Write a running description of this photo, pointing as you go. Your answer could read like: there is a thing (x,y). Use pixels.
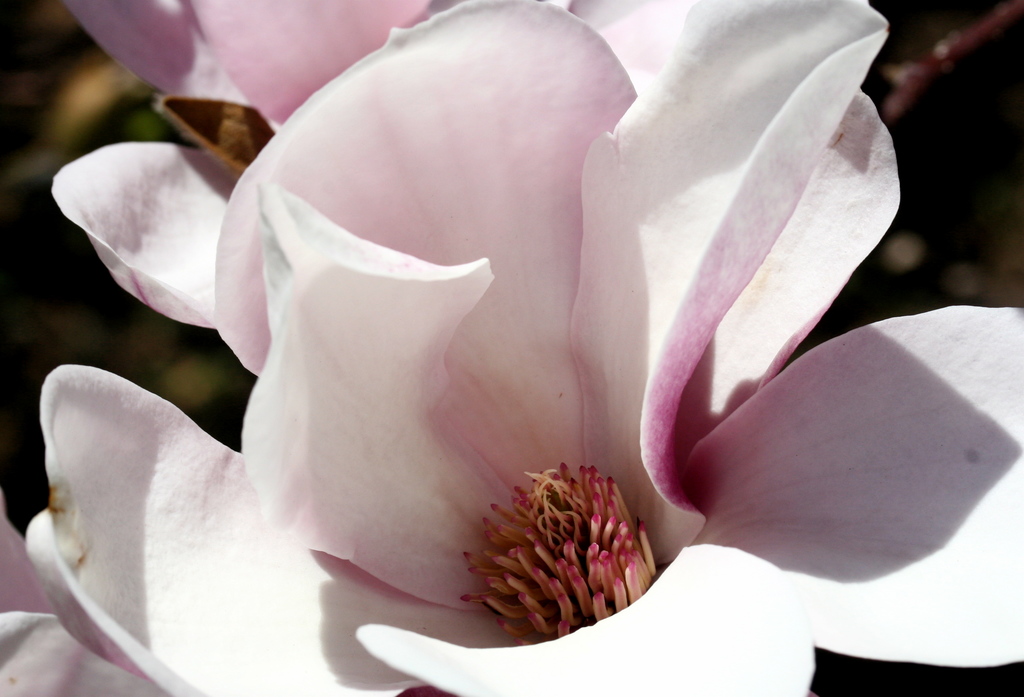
In the picture there is a flower (322,598) present.
